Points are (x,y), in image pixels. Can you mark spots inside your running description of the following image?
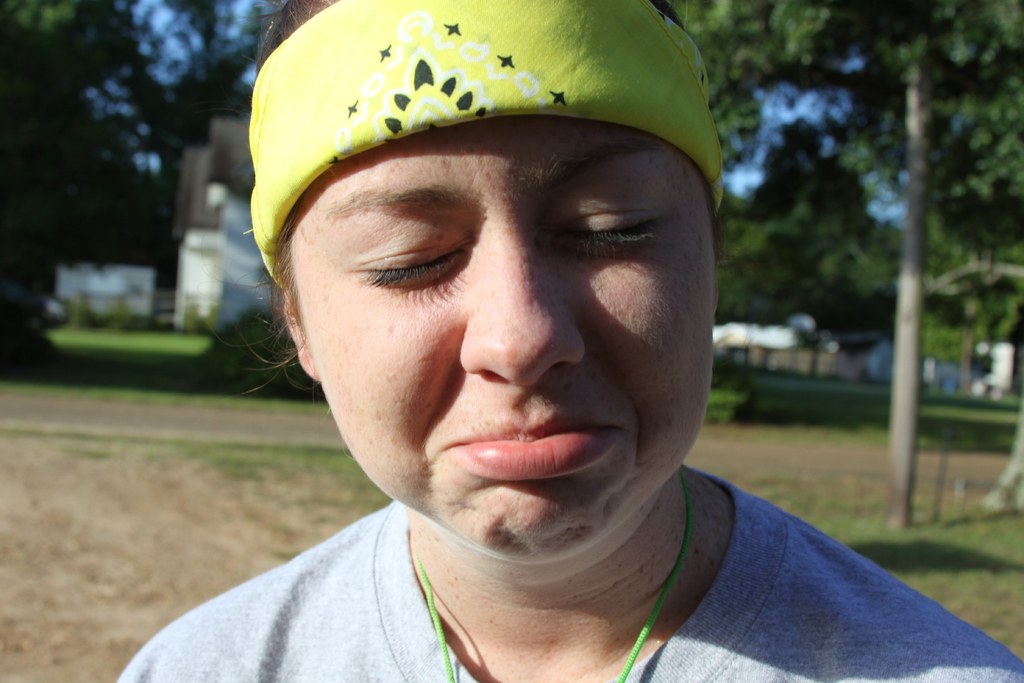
In the picture I can see a woman (472,461). In the background (772,139) I can see trees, the sky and some other objects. The background of the image (188,530) is blurred.
